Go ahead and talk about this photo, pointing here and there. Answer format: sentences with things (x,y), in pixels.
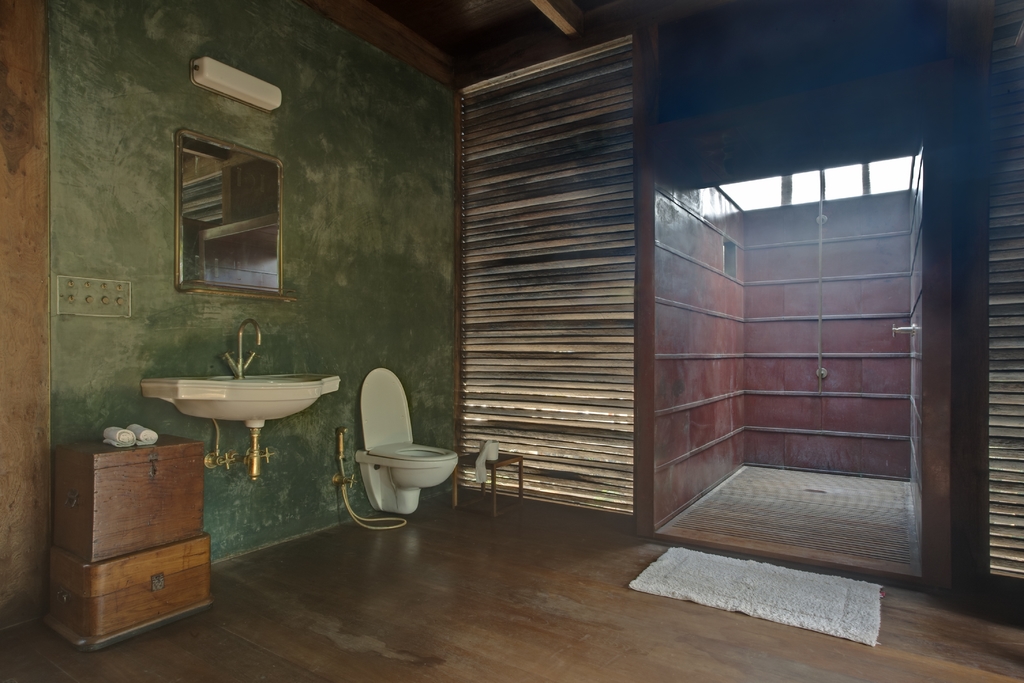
This image is taken from inside. In this image there is a toilet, beside the toilet (373,396) there is a sink (236,393) with tap (236,367) on it and there is a mirror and other objects (341,471) is hanging on the wall (122,343), beside the sink (202,402) there are two objects (118,496), on the objects (168,450) there are two napkins (150,438), there is a table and mat (741,604) on the floor (503,654). There is an open door (849,398), in which there is a shower (820,384).
